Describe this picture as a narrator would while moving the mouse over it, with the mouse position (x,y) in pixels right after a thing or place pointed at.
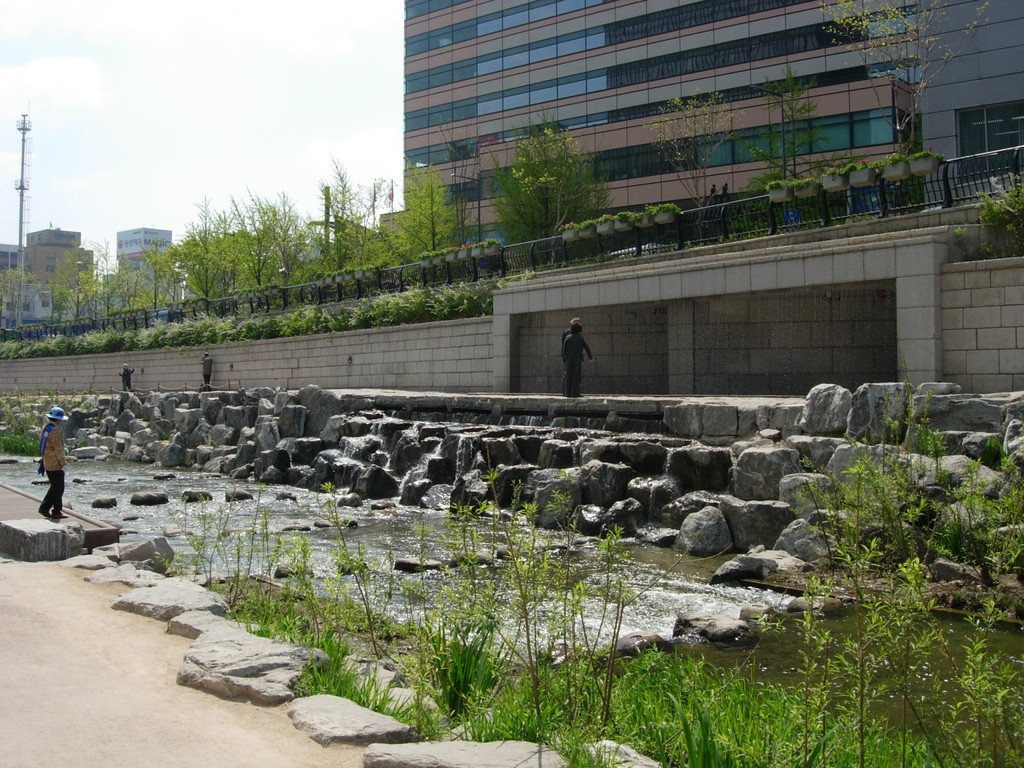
In the foreground of this image (344,717), there is a path (120,661), water (283,547), few stones (539,477), grass (674,721) and plants (477,606). We can also see few men (58,439) standing and walking. In the background (641,90), there are few trees (559,192), railing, plants (873,166), buildings (581,81), a tower (22,209) and the sky (181,42).
